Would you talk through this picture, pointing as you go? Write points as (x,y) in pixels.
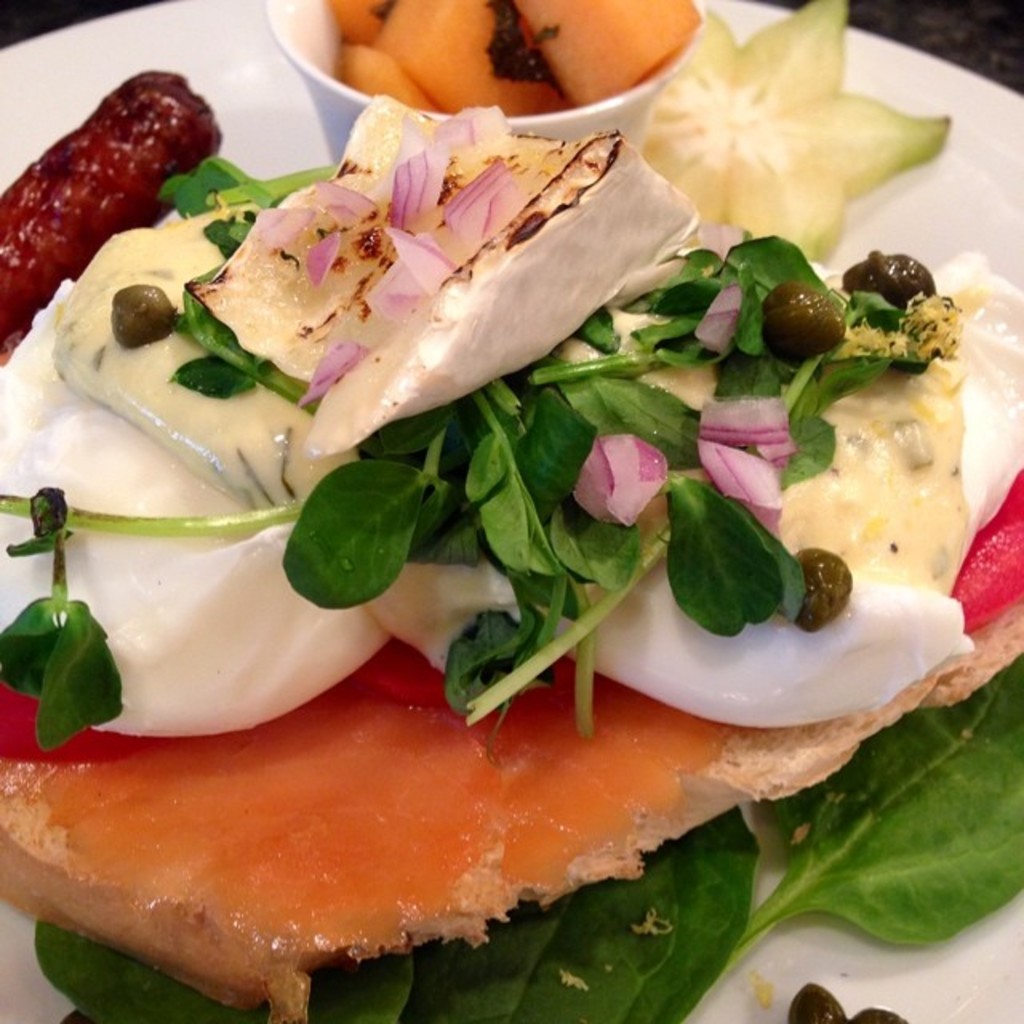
In this picture we can see some food (453,529) in the white plate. On the top (496,187) we can see some onions (509,192) and green leaves (503,452).
